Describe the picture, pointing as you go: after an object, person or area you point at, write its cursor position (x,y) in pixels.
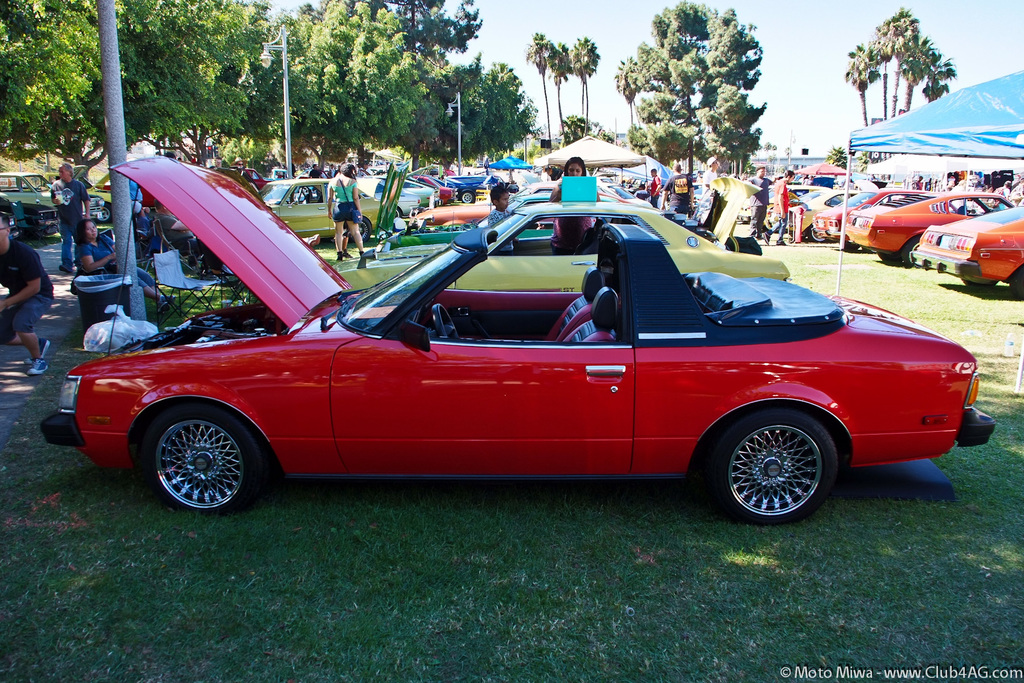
In the image we can see some vehicles (176,168) and few people (69,185) are standing and sitting. Behind them there are some poles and trees (419,154). At the bottom of the image (592,570) there is grass (954,470). In the top right corner of the image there is a tent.
